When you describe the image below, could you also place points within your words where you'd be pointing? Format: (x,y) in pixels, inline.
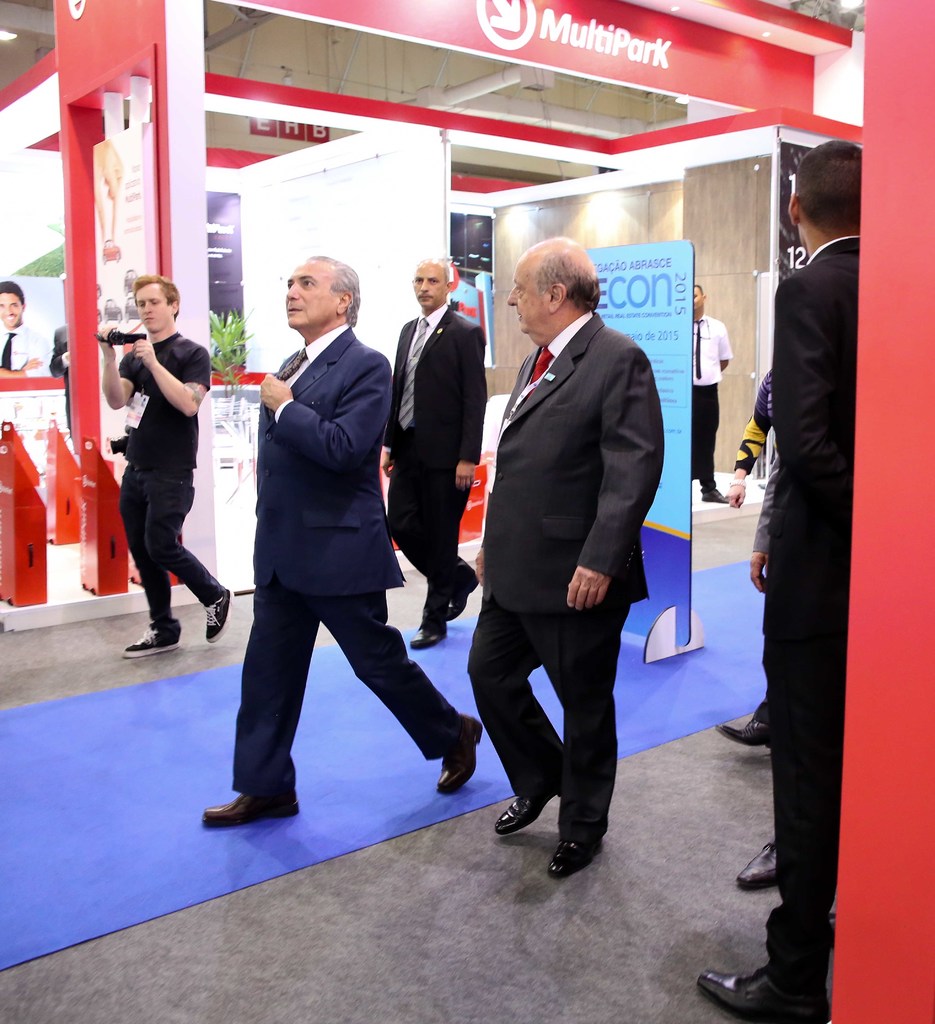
On the right side (811,410) there is a person (787,509) standing. Also there are few people (361,478) walking. One person (117,381) is holding a camera (116,331). And there is a board (632,329) with something written on that. In the back (230,212) there are boards (136,209) with something written on that.
